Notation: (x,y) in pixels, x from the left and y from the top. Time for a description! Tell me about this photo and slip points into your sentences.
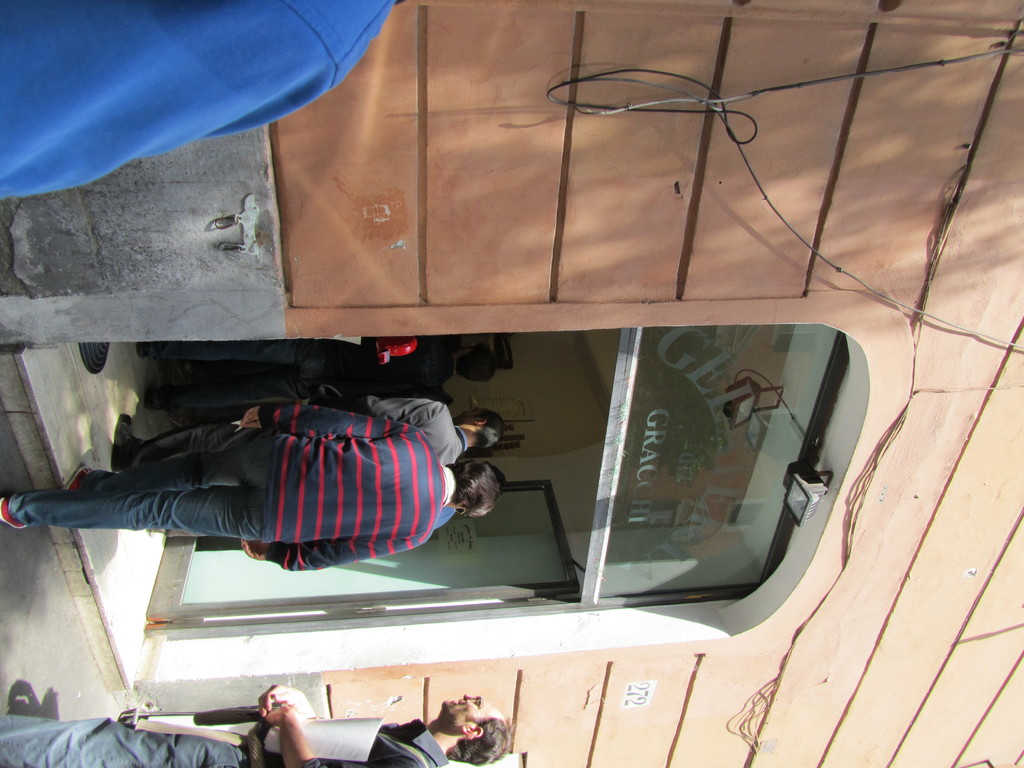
In this image there is a building (886,555) and a door (506,514). We can see people (252,510) and there are wires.
